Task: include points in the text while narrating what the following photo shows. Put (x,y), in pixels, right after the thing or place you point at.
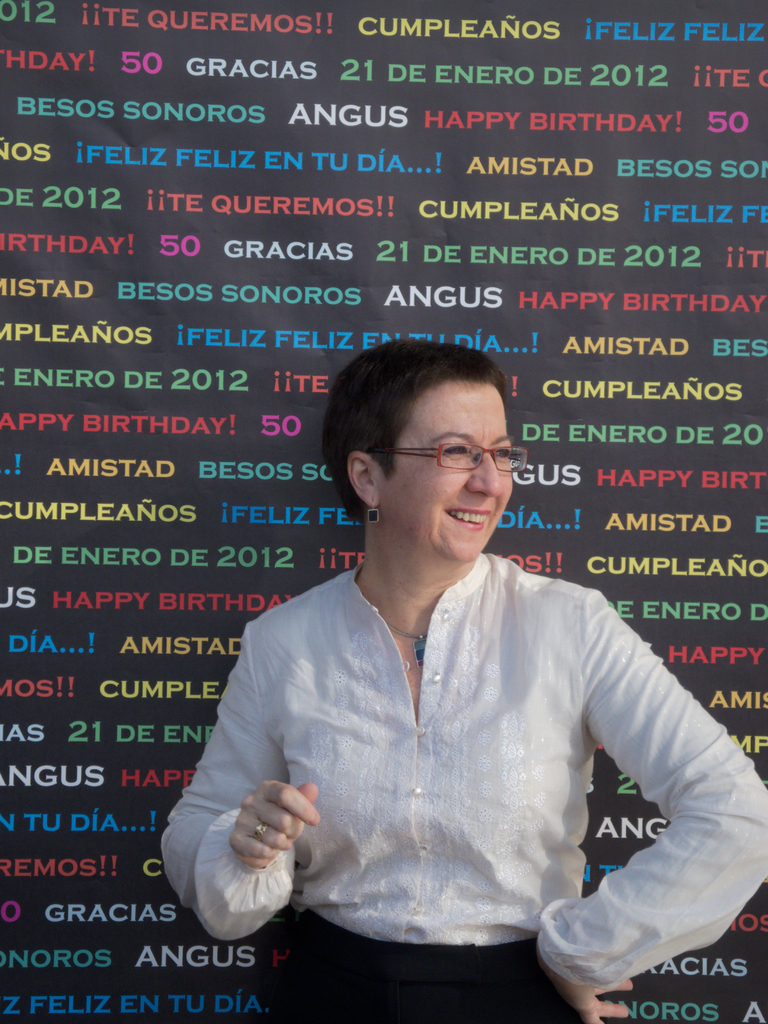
This image consists of a woman (371,932) wearing a white top (402,878). In the background (652,339), we can see a banner (209,372) on which there is text (127,506).
